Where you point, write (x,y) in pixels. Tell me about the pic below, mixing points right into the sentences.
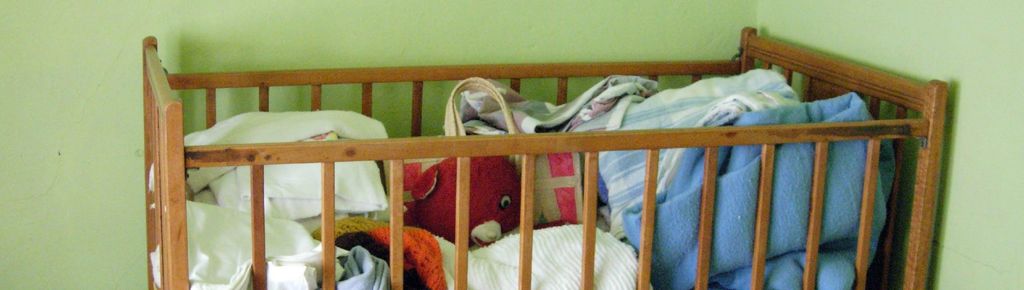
In the foreground of this image (376,204), there are pillows (318,121), bed sheets (547,249), few clothes (423,258), bag (556,195) and a toy (470,206) are in the baby bed (831,73). In the background (285,61), there is a green wall (270,34).
